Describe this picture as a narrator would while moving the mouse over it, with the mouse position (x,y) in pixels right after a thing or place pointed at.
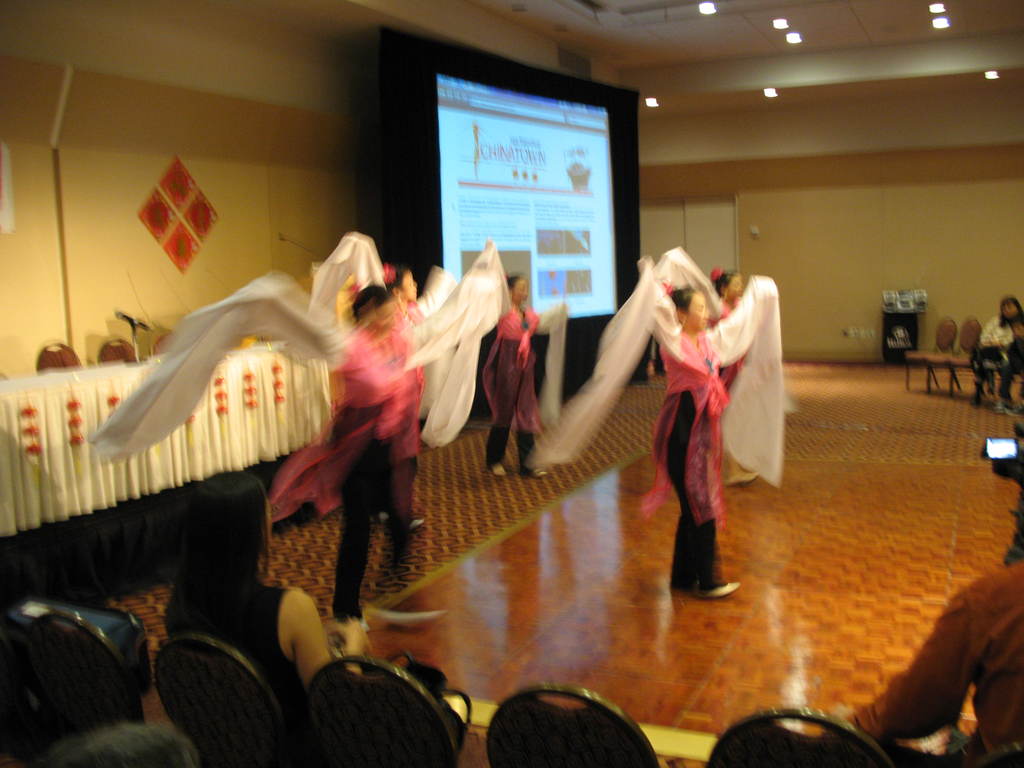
In the image we can see there are people (579,429) standing on the stage (792,463) and behind there is projector screen (578,205). There are chair (776,742) kept on the floor (686,638) and people (297,627) are sitting on it.
